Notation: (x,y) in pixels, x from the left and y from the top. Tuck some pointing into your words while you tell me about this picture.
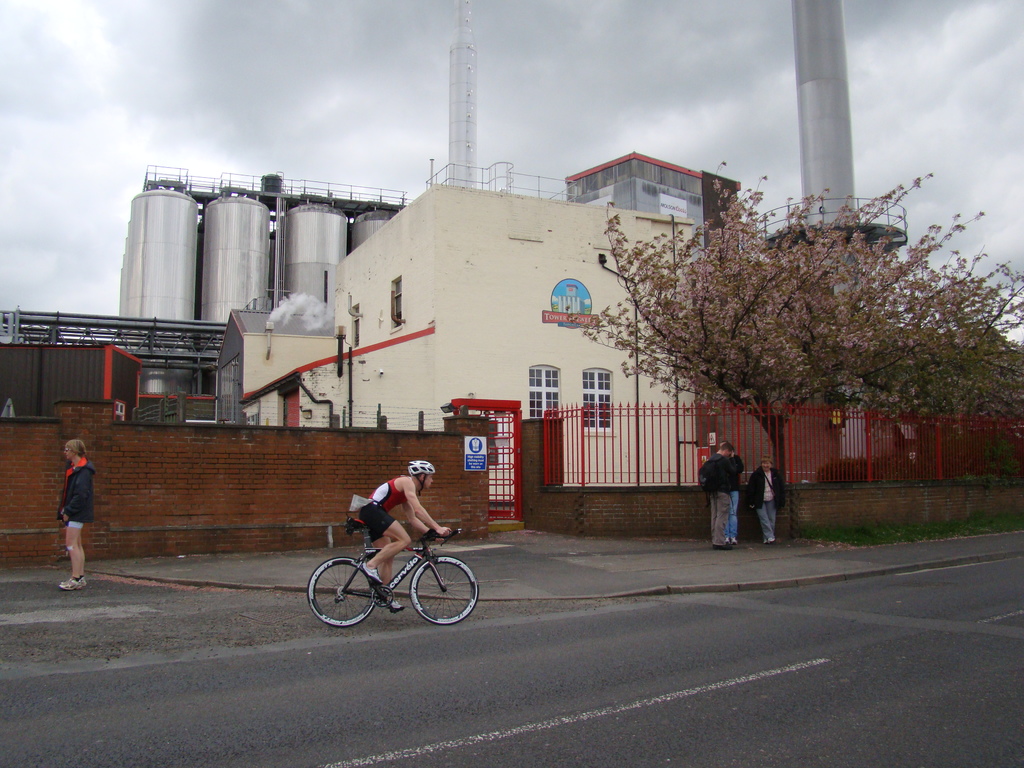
In this picture we can see a person (386,556) is riding a bicycle (380,591) on the road (387,616) and some other people (70,545) are standing. Behind the people (723,511), there are iron grilles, wall (487,525), trees (797,322), buildings (535,311) and some other objects (225,248). At the top of the image (268,143), there is the cloudy sky (228,83).
